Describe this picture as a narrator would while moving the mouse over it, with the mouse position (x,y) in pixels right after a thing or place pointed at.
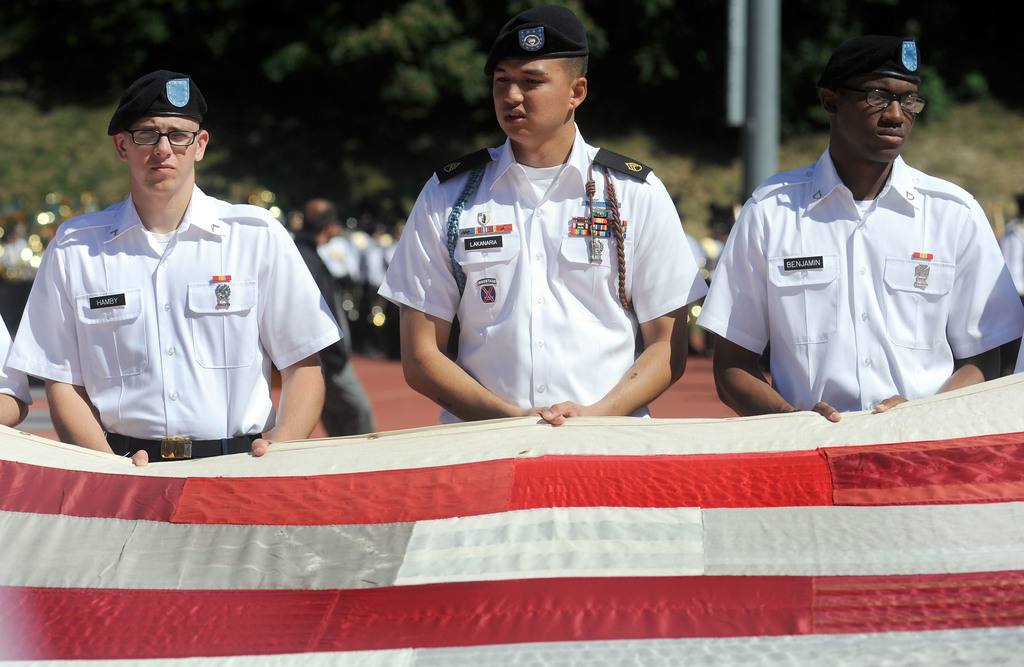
In this picture we can see three people (719,284) wearing white shirts (311,289) and holding the red and white flag (360,547) in their hands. Behind we can see some people (318,229) standing in the back (46,204).
